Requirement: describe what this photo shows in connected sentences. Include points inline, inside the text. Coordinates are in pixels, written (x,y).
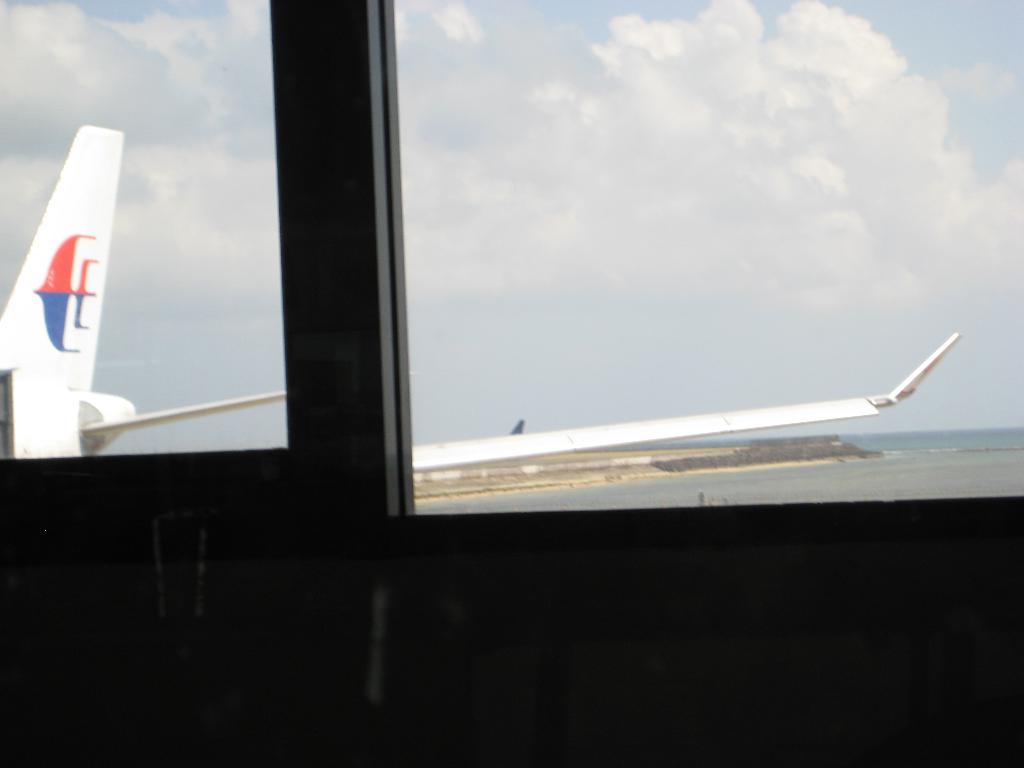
In this image I can see the window (394,490) through which I can see the aeroplane (132,424) which is white, red and blue in color and in the background (788,220) I can see the sky (784,169), the water (936,432) and the ground (830,448).
